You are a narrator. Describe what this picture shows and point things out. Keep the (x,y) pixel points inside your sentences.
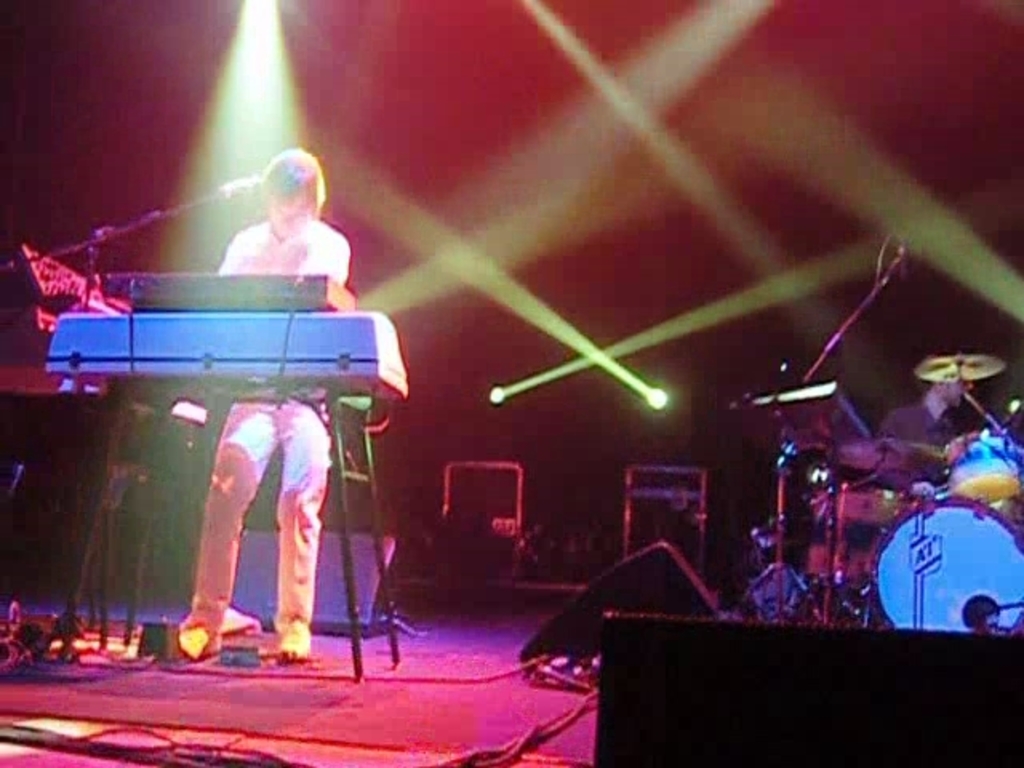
In this image we can see a person (293,534) standing on the stage (141,741) playing piano (200,344) there is microphone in front of him, on right side of the image (913,423) there is a person (897,428) sitting on a chair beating drums (930,583) and in the background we can see some lights (225,231).
